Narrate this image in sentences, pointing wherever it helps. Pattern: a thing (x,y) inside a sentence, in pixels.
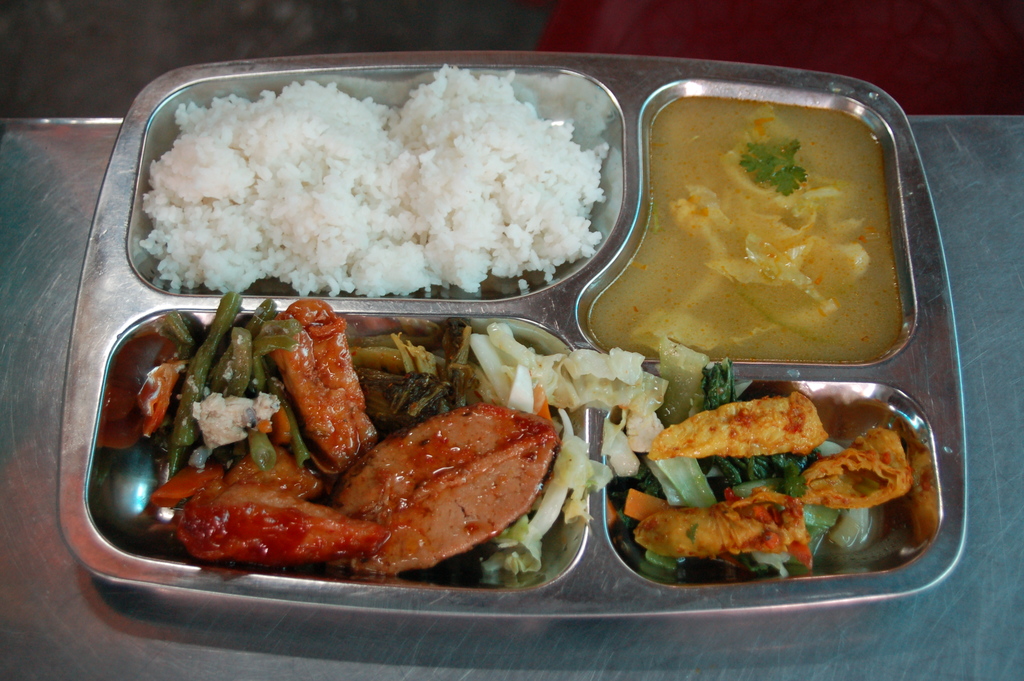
In the image we can see a plate (251,71), in the plate (427,178) we can see rice (436,210) and other food item (497,460). This is a table (30,267).
